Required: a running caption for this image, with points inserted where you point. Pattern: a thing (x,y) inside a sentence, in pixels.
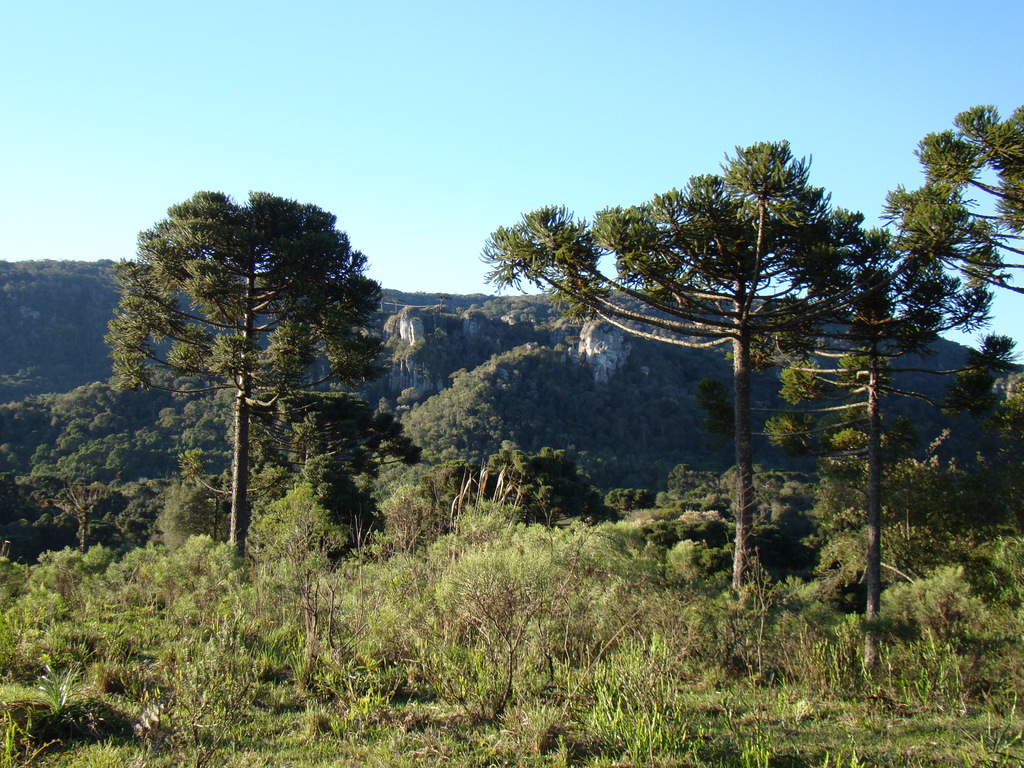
In this image at front (253,746) there is a grass (331,728) on the surface (345,704). At the back side (375,417) there are trees (588,304), mountains (602,323) and sky (463,162).
